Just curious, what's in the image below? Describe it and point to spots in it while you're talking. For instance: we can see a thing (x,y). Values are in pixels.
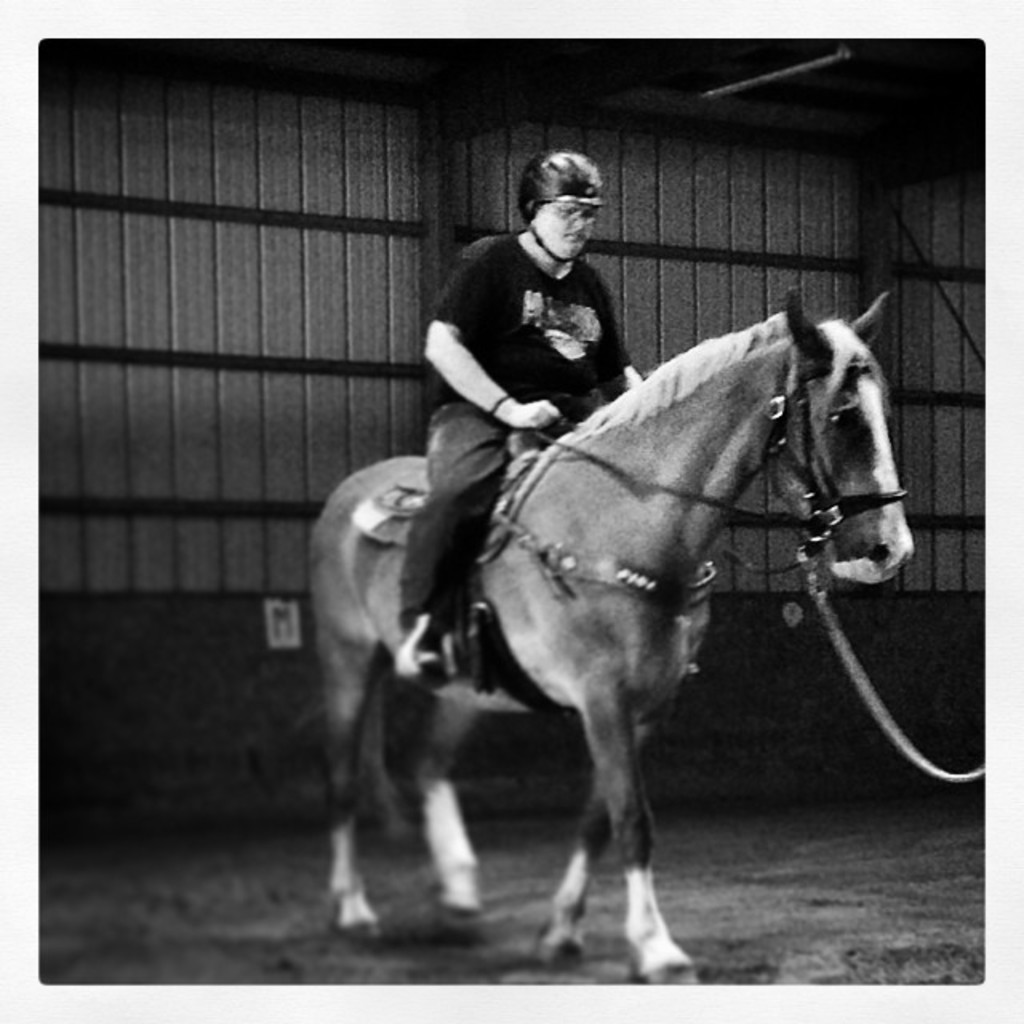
This is a black and white picture. The picture is taken in a stable (165,708). In the center of the picture (496,515) there is a person (550,313) riding a horse (602,697).
